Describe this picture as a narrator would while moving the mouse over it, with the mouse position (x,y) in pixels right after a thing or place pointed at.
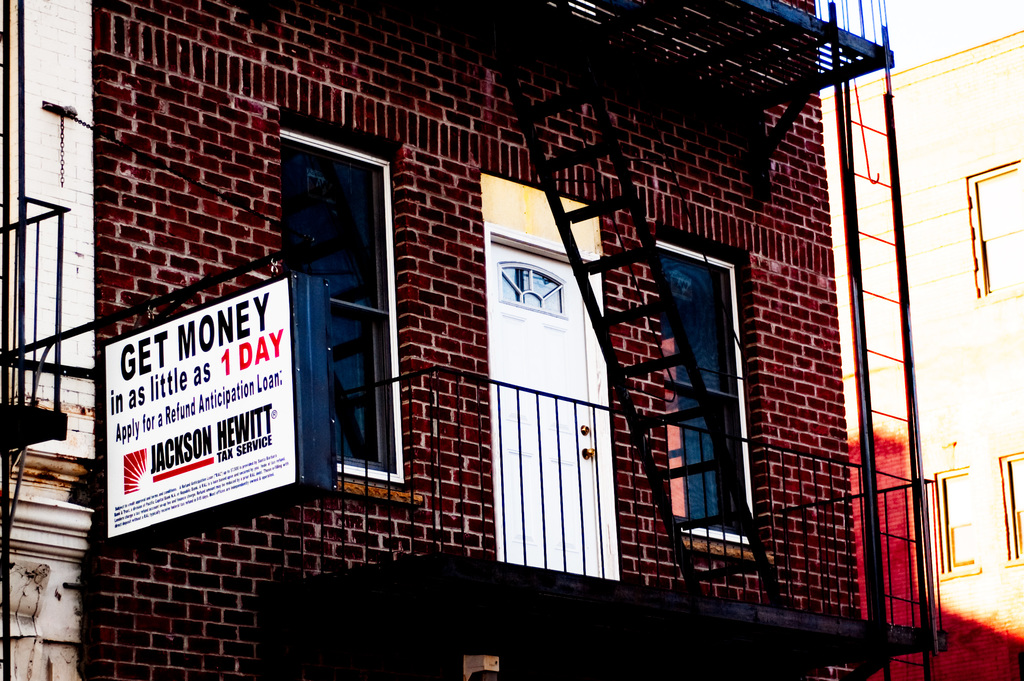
In this image there is a big building (513,533) with glass windows (361,184) and door (532,349), along with some board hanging outside.
